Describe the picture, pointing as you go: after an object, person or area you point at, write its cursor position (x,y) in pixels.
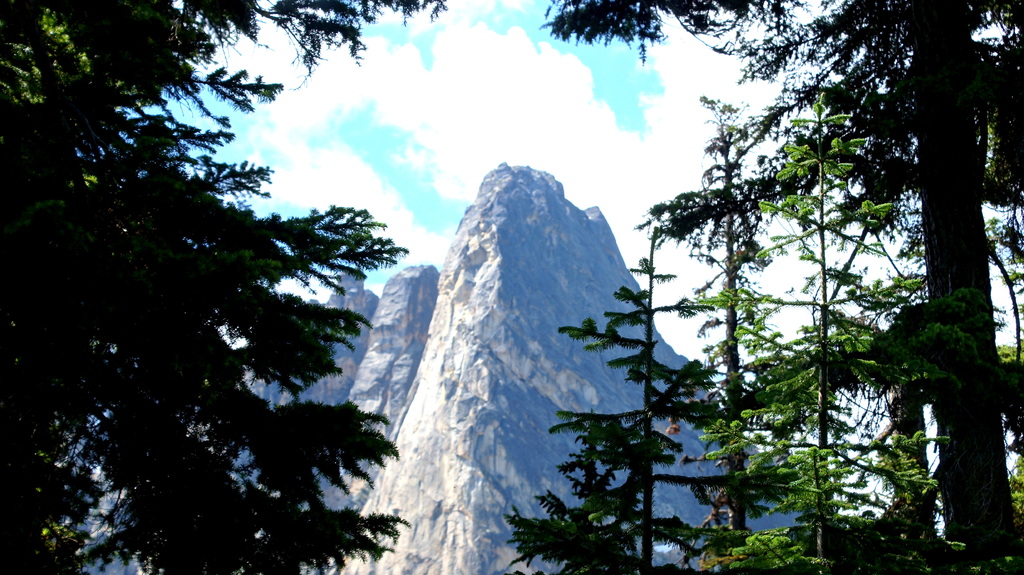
In this image in the front (384,256) there are trees (231,276). In the center (477,335) there are mountains (443,314) and the sky (560,114) is cloudy.
